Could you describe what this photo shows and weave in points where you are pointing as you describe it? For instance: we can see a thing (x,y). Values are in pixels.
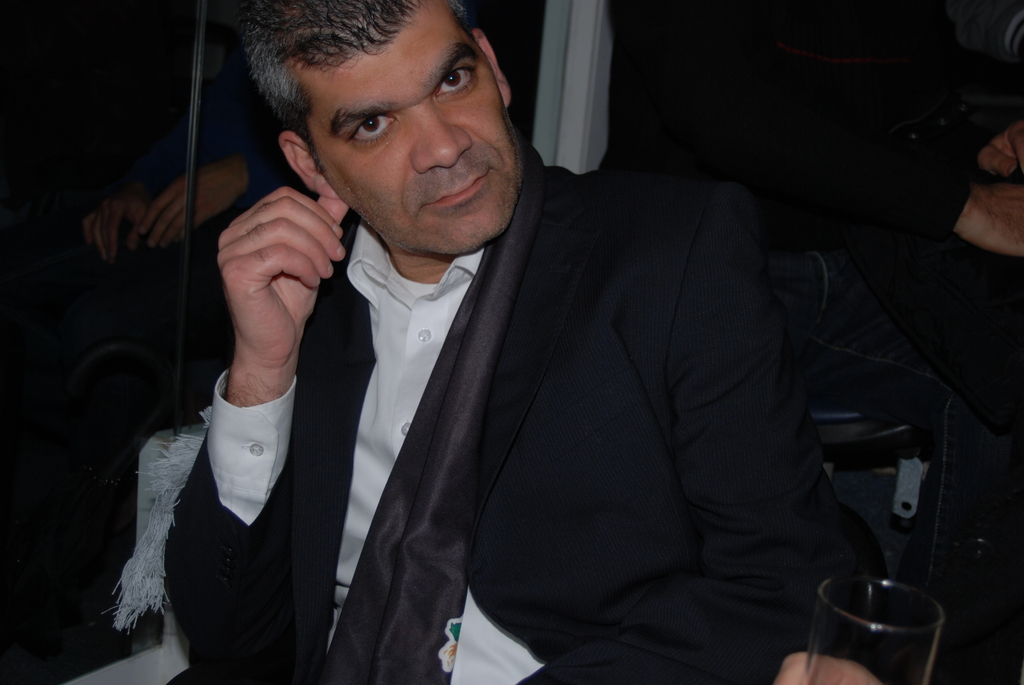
This picture shows a man (801,548) seated and we see a glass (919,622) in his hand (781,661) and we see few people (847,12) seated on the side.
